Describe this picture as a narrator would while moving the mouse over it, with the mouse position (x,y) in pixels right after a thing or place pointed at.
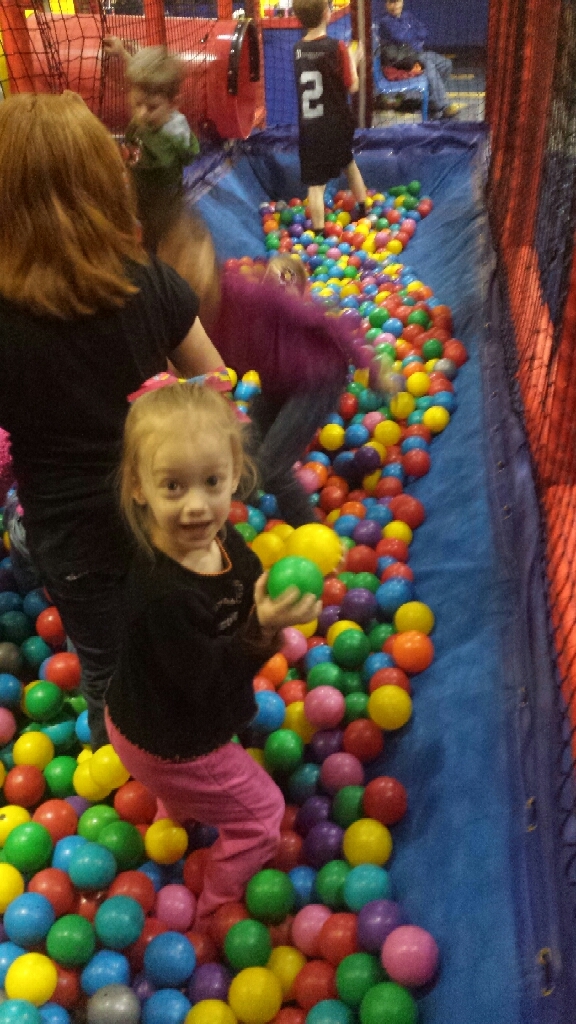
It is a kids play zone (514,526) the kids (168,702) are playing with color balls (238,962), there is a net (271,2) around the kids (313,74) and behind the net (196,41) a person (389,43) is sitting on a chair (428,93).
